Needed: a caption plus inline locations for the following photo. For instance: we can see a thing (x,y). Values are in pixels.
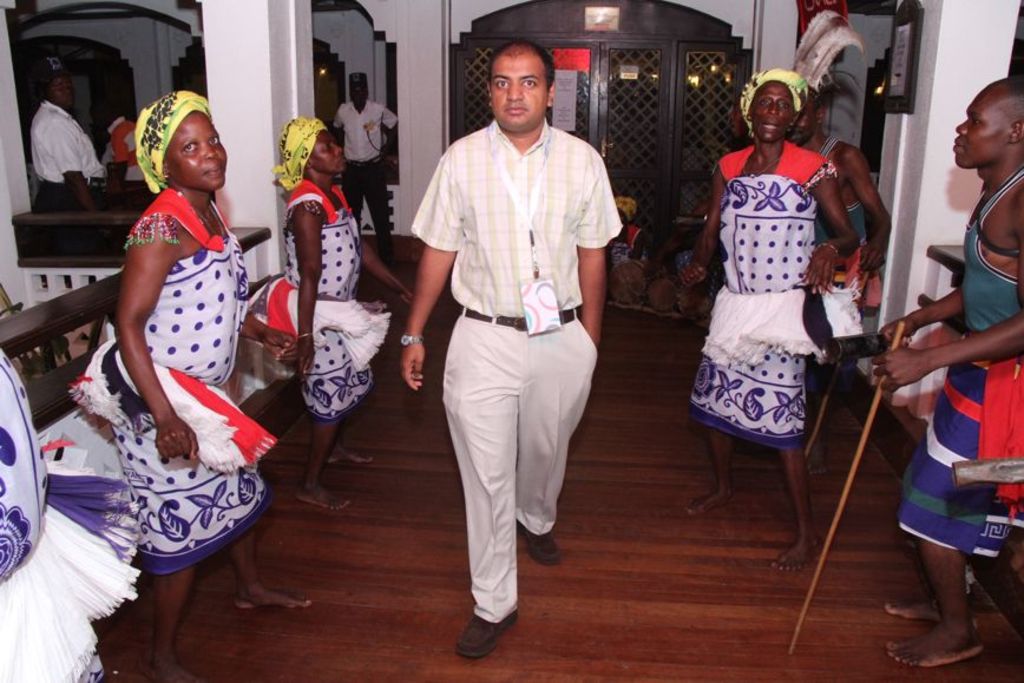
There is one man (536,308) standing in the middle of this image (507,455). We can see people (288,163) on the left side of this image (200,253) and on the right side of this image (822,156) as well. There are pillars (310,41) and a wall (167,59) is in the background (169,46).
